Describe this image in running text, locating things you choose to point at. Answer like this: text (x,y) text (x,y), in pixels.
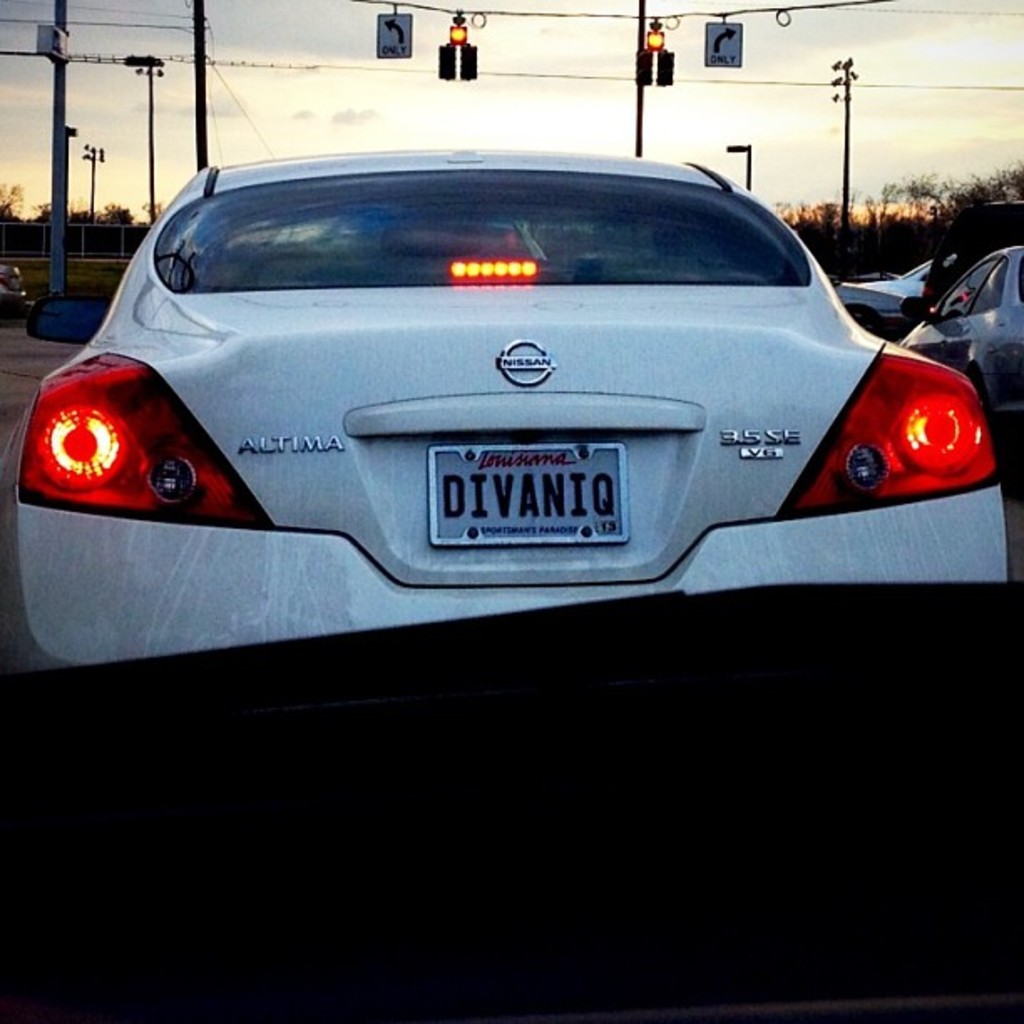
In this image there are a few vehicles (519,533) on the road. In the background (68,235) there is a railing (92,242) and trees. At the top of the image (384,46) there are signals (657,44) and sign boards (402,38).
